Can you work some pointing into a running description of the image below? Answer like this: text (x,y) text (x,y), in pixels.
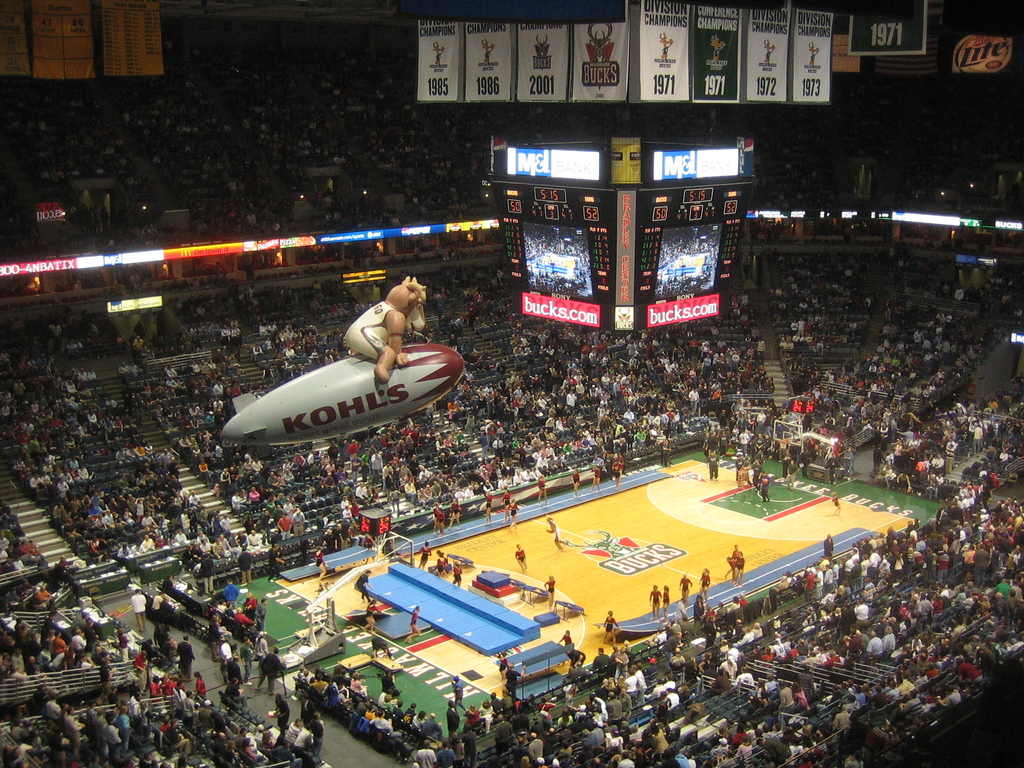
In this image we can see many people (258,650) in the stadium (94,692) and in the ground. Here we can see the LED projector screens (578,294), air balloon (361,367) hanged to the ceiling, banners (616,73) and this part of the images dark.
